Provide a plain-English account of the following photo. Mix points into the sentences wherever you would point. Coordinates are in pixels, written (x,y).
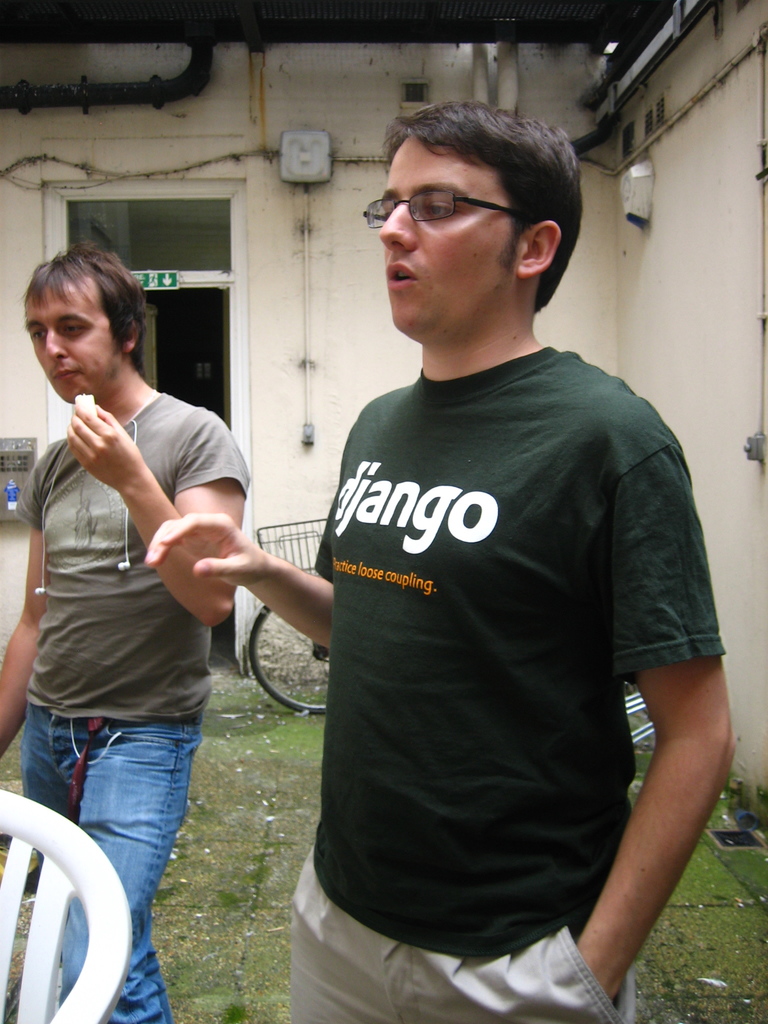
In this image we can see two persons (329,562). We can also see the chair (45,969), bicycle (279,669) on the surface (714,848). In the background (148,233) we can see the entrance (194,371) to access to the room (176,340). We can also see the walls (614,284) and the tubes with electrical boxes (317,155). Roof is also visible.
